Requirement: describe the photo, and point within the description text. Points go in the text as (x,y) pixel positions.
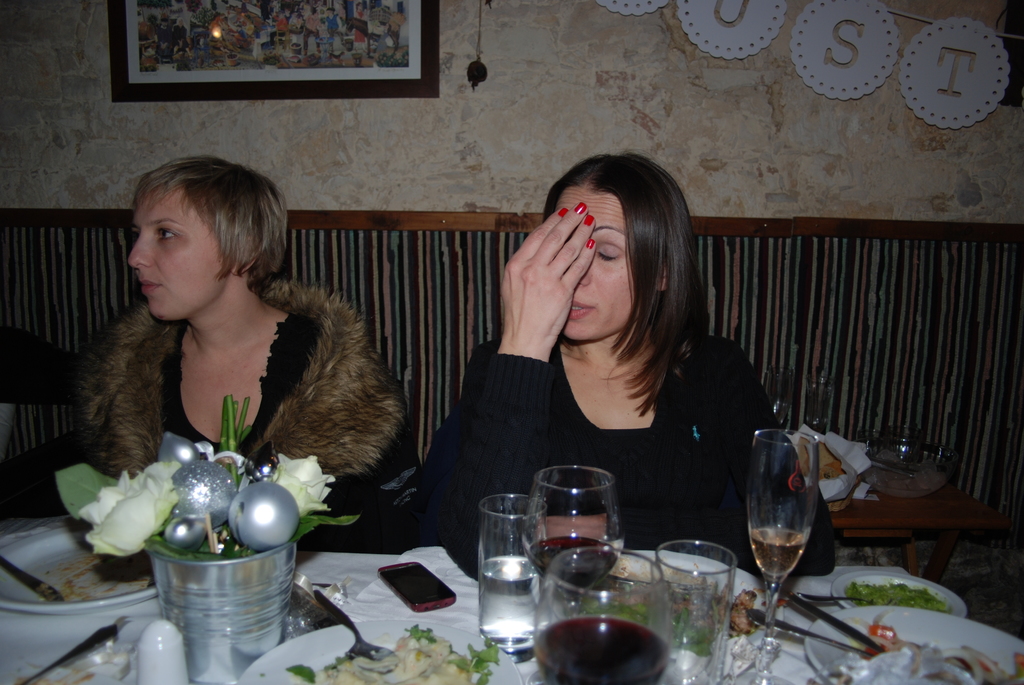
In this image, we can see two womens (294,379) are sitting. At the bottom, there is a table (395,648), covered with cloth (135,623). So many things (277,624) and items (299,641) are placed on it. Right side of the image (877,515), we can see a table (910,514), few objects (893,490) are placed here. Background (432,169) there is a wall (439,182). Top of the image (350,72), we can see a photo frame (360,52), some showpieces (861,41). Left side of the image (21,385), we can see some black color here.
